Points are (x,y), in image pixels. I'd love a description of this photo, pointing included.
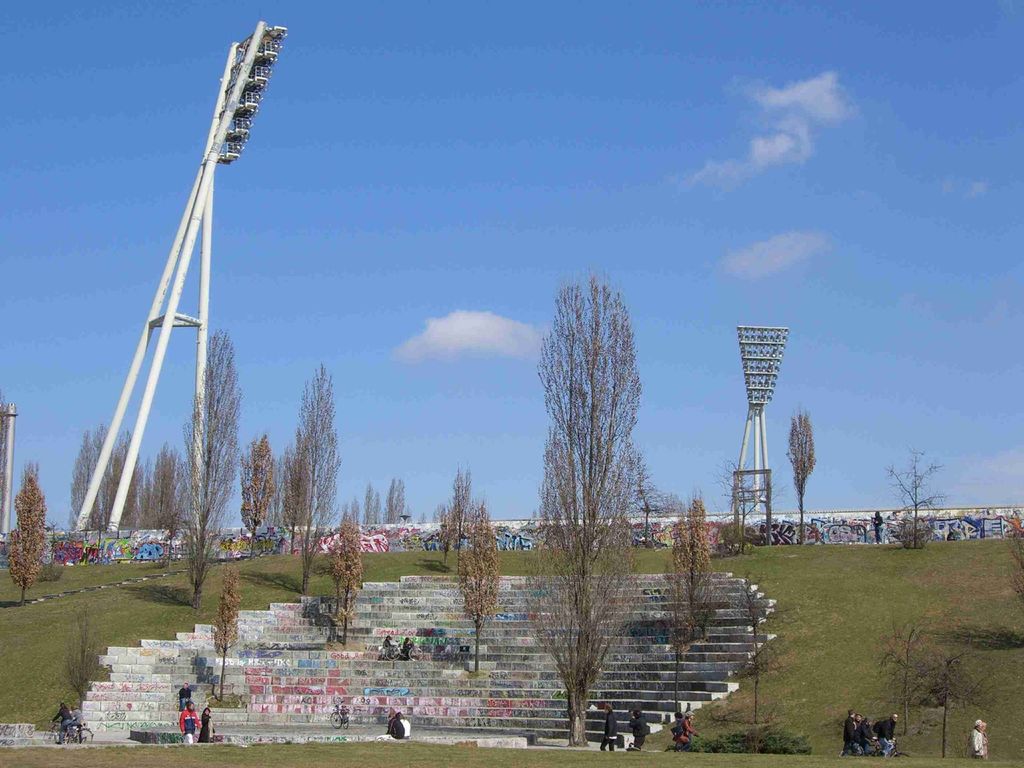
In this image, we can see trees (581,657), plants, stairs (432,634), light poles (768,459) and wall (863,520). Here we can see people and grass (850,605). On the wall (496,524) we can see graffiti (964,520). Background (867,508) there is the sky (635,254).
